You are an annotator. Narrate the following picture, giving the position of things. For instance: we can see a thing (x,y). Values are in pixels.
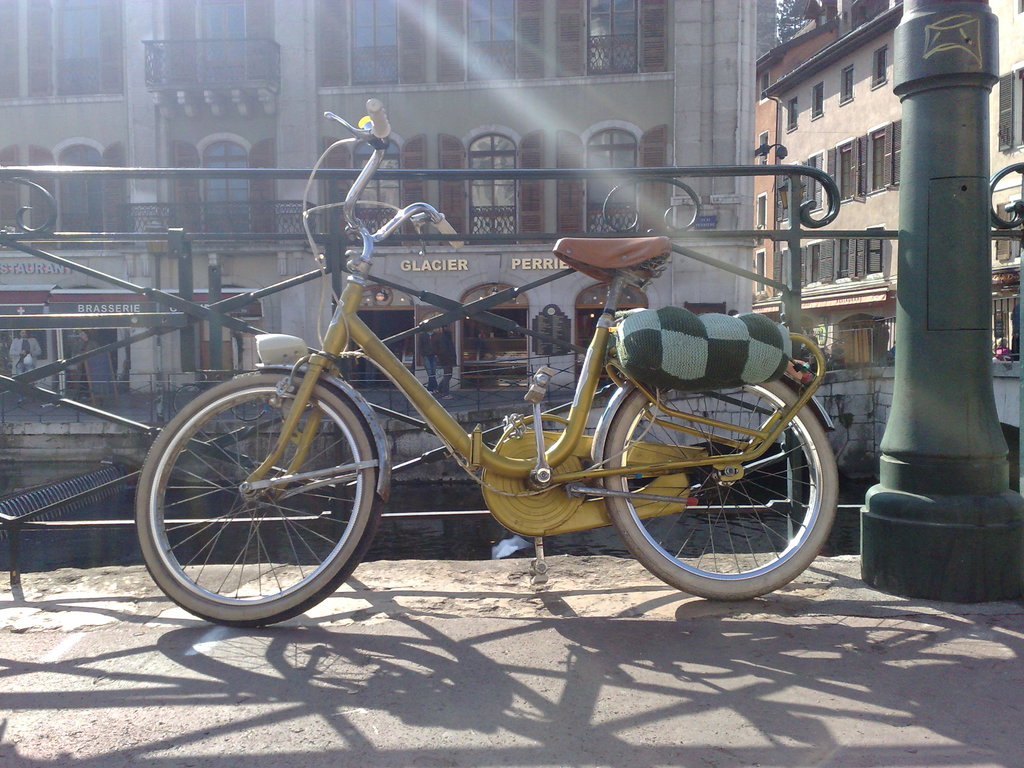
In this picture I can see buildings (628,153) and I can see text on the wall (539,223) and a board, few (424,363) are standing. I can see a bicycle (412,380) and a pole (943,415) on the right side of the picture (925,18).
